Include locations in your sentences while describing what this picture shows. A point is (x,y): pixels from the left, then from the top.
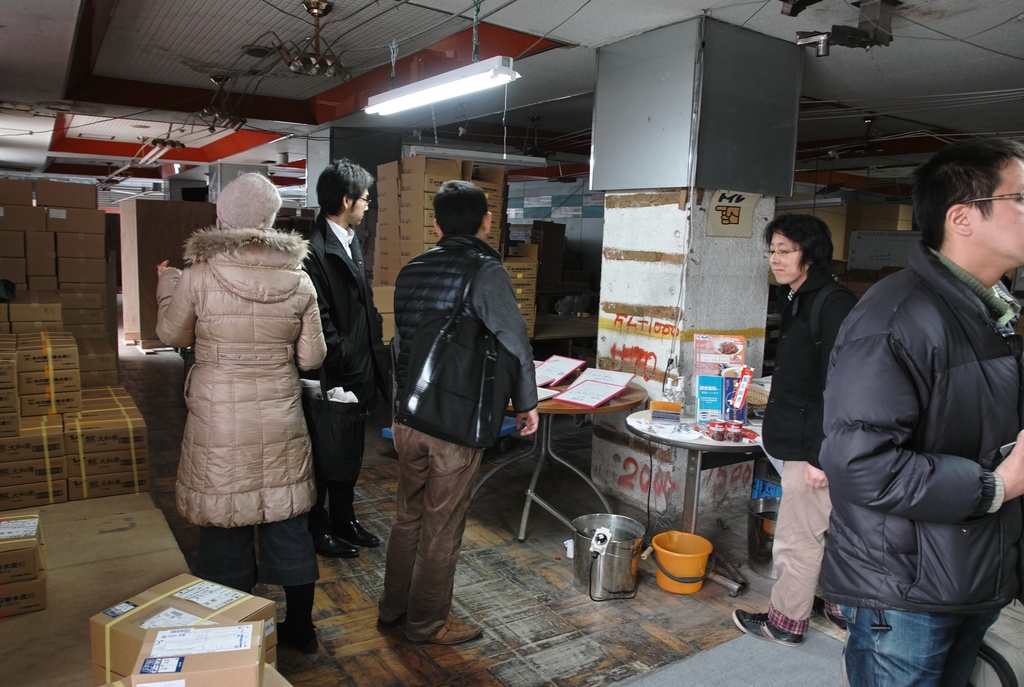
There are three men (510,340) and two women (284,388) standing on the floor (449,676). In the background (146,446) we can see many carton boxes (31,257) on the floor (363,665) and some items (703,419) on the table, light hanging to the rooftop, poles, buckets (682,576), pillars (629,219) and this is a wall (568,244).
